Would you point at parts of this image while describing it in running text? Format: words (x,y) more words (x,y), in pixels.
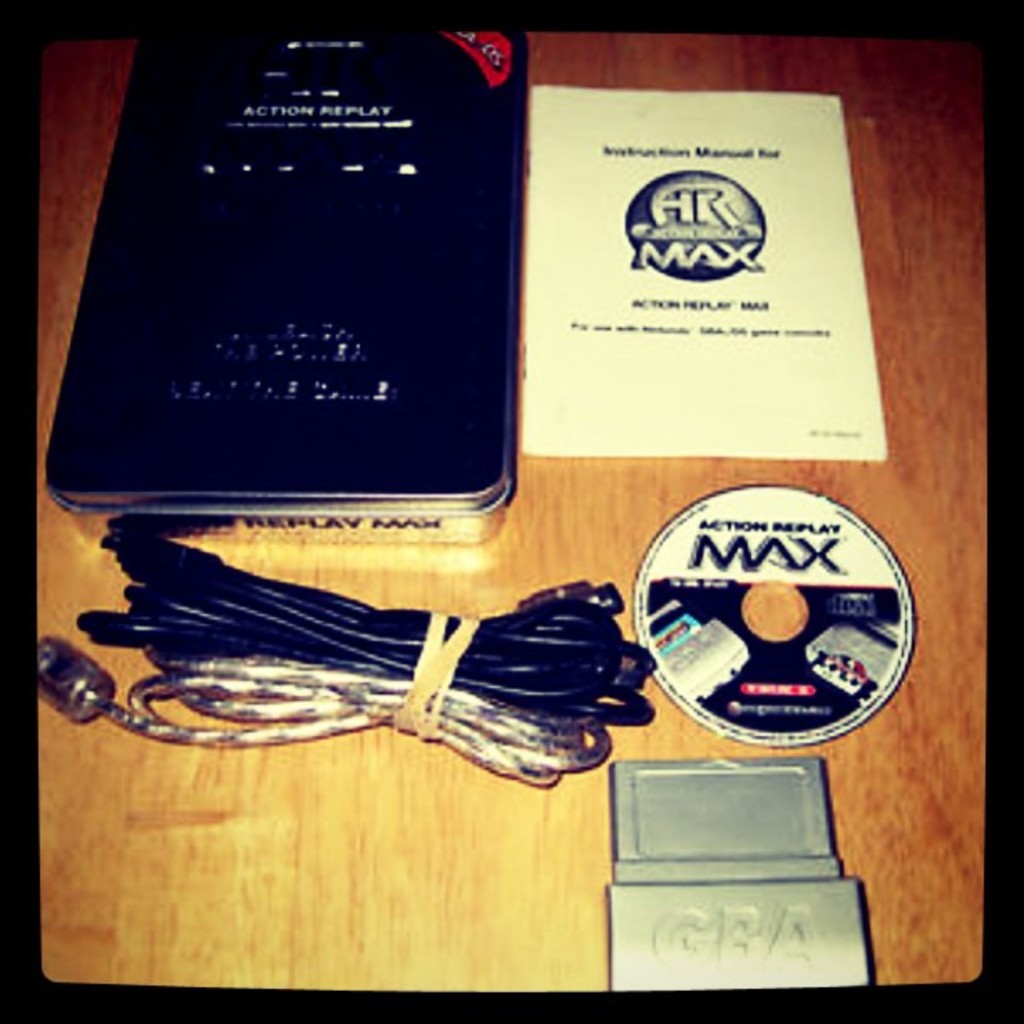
In this image there is a table (527,464) having a book (740,444), compact disc (829,581), wires (501,659) and few objects (282,452). On the book (730,393) there is some text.
